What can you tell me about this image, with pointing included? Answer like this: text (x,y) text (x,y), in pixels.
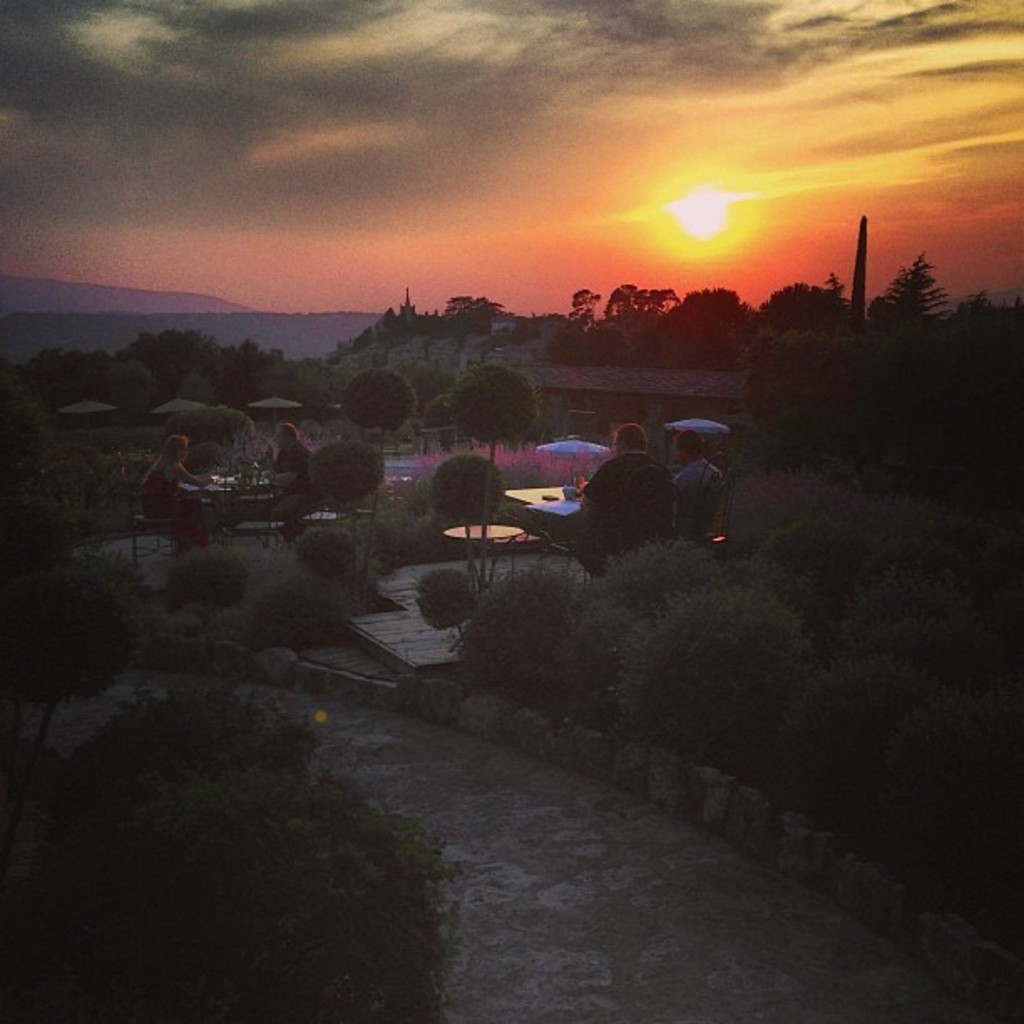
This image is taken outdoors. At the top of the image (349,130) there is the sky (556,124) with clouds (757,105) and sun (714,217). In the background (340,319) there is a hill (236,327). There are many trees (858,397) and plants (870,424) with leaves (891,400), stems (604,351) and branches (332,412). In the middle of the image (542,493) there are two tables (271,483) with a few things (253,478) on them. There are few umbrellas (568,447). There is an empty chair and a few people (705,477) are sitting on the chairs (652,481). At the bottom of the image (595,959) there is a floor (511,810). On the left (67,651) and right sides of the image there are many trees (775,373) and plants (545,681).
